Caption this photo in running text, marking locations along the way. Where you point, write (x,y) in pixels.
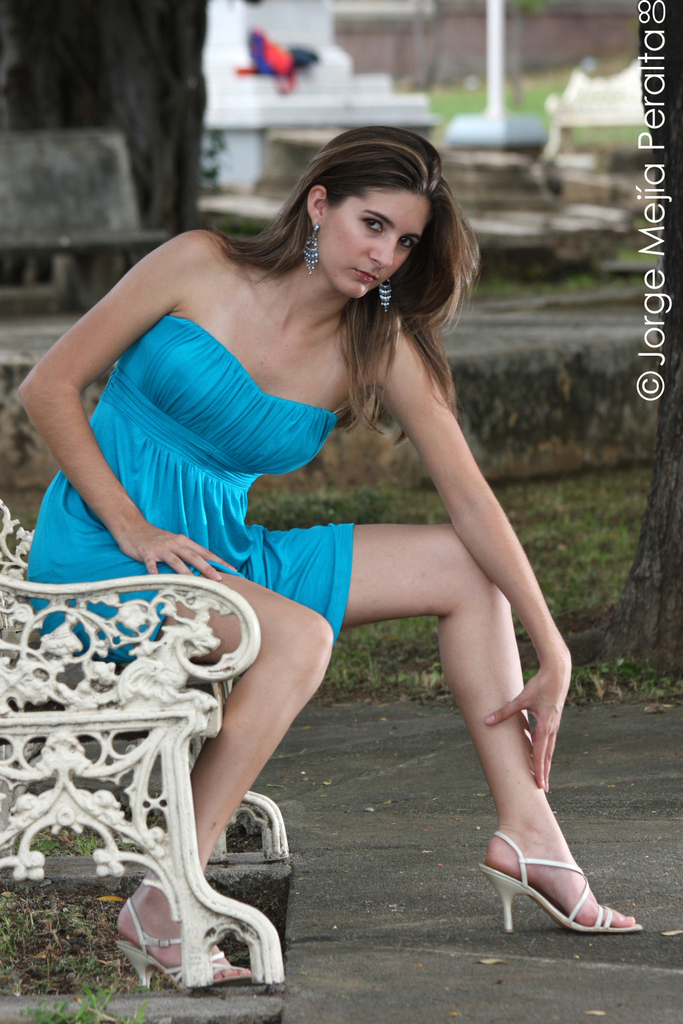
As we can see in the image in the front (368,532) there is a woman (385,548) wearing sky blue color dress (207,431) and sitting on bench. In the background (119,111) there are trees (117,101) and grass (474,94).
